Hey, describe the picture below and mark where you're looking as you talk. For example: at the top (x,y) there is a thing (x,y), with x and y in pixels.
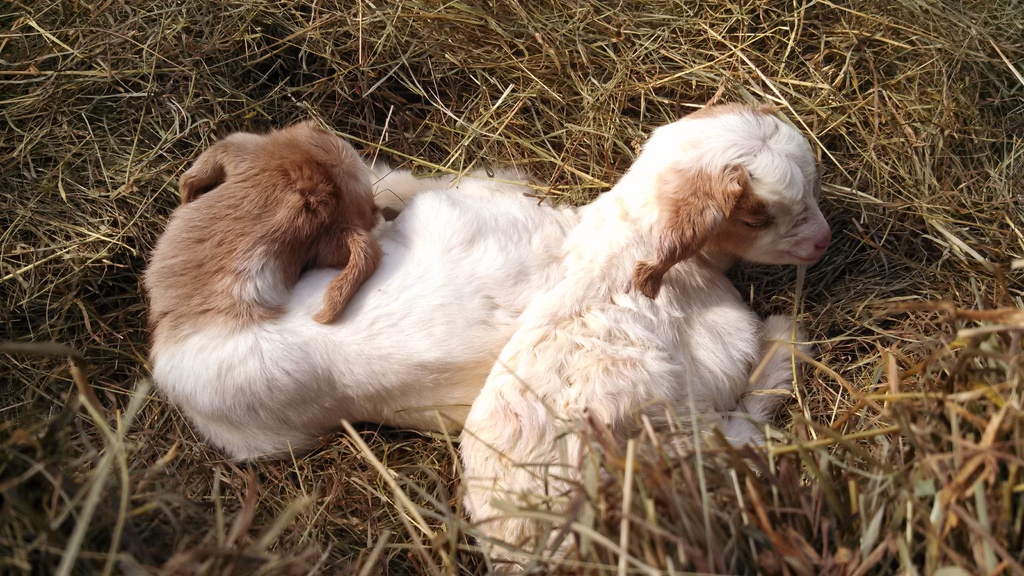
In this image we can see two animals (742,236) on the grass (310,561).
